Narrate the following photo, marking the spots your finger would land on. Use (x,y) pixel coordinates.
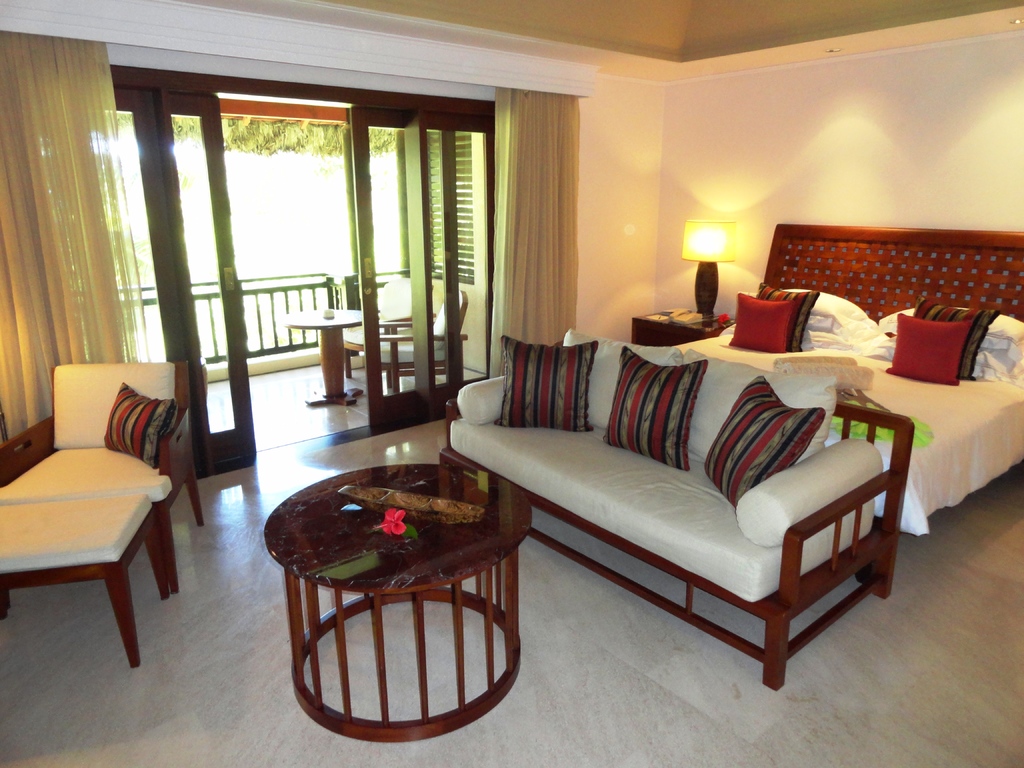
In this picture i could see a room (254,516) in which there is a cot (865,286) with bed (971,390) and pillows (900,334) on it and in front of the cot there is a sofa (675,480) with pillows (764,434) and a center piece table (363,541) and in the corner there is a corner table (682,335) on which there is a lamp (708,251) in the background (204,270) i could see a glass window (390,248).
